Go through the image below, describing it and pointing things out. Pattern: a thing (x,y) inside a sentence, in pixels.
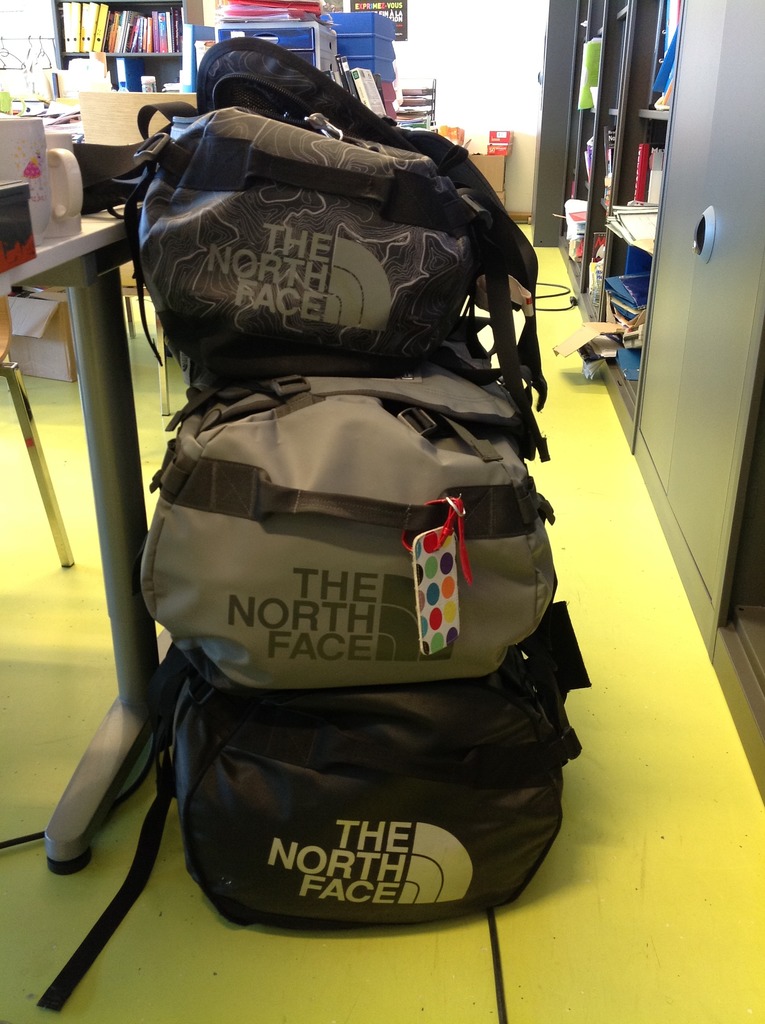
In this image i can see a backpack (276,480) and at the background of the image (347,69) there are some books (346,81) in the shelves (144,55).
